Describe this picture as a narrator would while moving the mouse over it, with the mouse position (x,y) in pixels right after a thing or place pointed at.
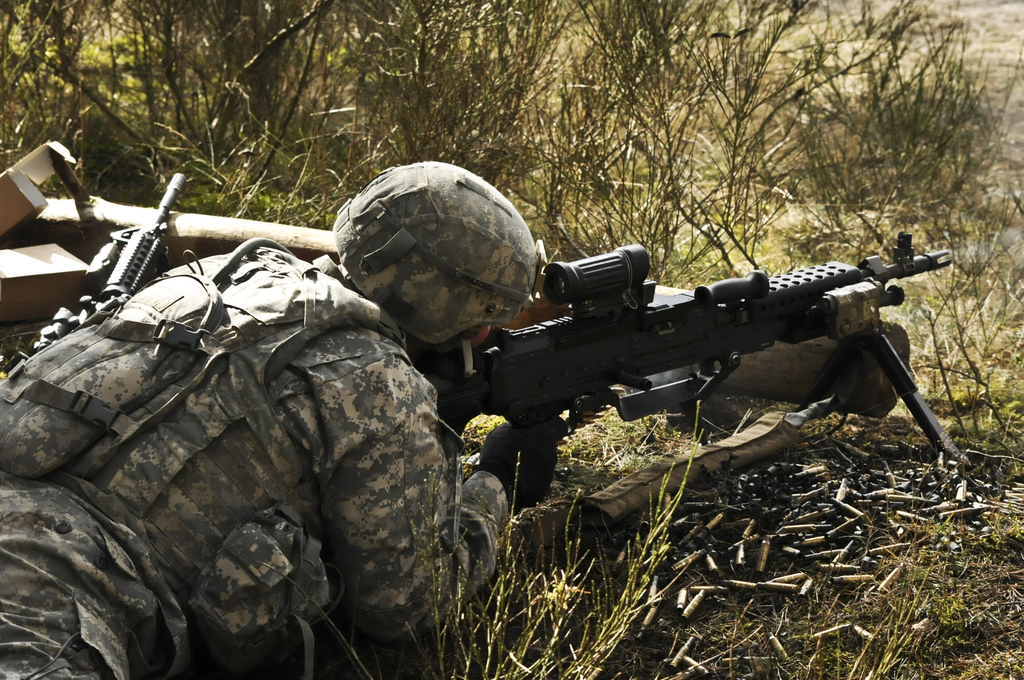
In this image at the bottom (131,495) there is one person (204,537) who is holding a gun (479,415), and on the left side (122,267) there is another gun (120,236) and one tree (229,229) and some boxes (34,249). At the bottom (681,524) there is grass (728,621) and some bullets (837,510), in the background (579,156) there are some trees (684,109).
